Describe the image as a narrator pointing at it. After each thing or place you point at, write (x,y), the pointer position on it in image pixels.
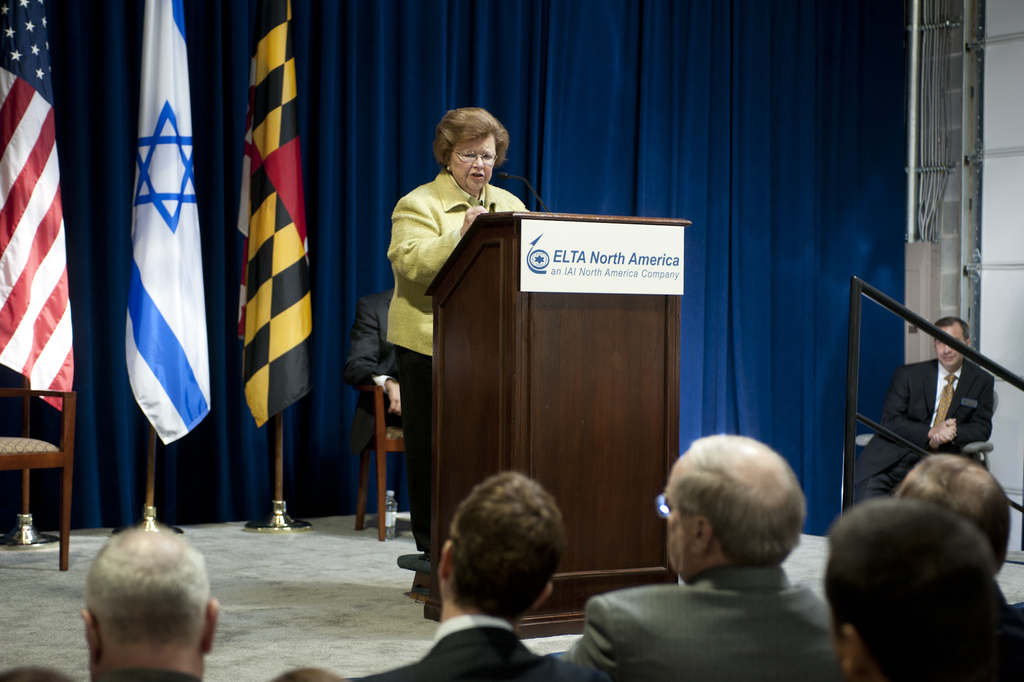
In the center of the image (540,418) there is a lady (432,251) standing near a podium (511,427). In the background of the image (252,405) there are flags (249,186). There is a blue color cloth (661,119). At the bottom of the image (135,537) there are people (907,506). To the right side of the image (948,451) there is a person (937,358) sitting. To the left side of the image (67,412) there is a chair (20,466).
